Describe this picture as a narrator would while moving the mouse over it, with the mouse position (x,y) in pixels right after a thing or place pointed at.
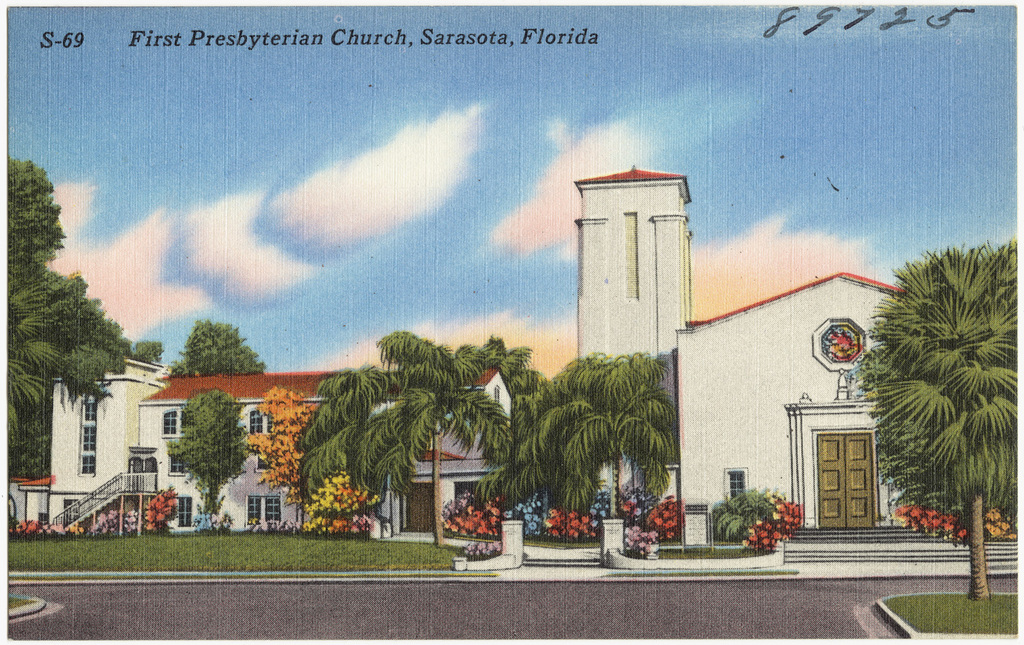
In the image we can see a painting (377,17). In the painting (377,204) we can see some trees (355,388), plants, grass (363,554) and buildings (14,485). At the top of the image (576,9) there are some clouds (238,288) in the sky (991,126).
